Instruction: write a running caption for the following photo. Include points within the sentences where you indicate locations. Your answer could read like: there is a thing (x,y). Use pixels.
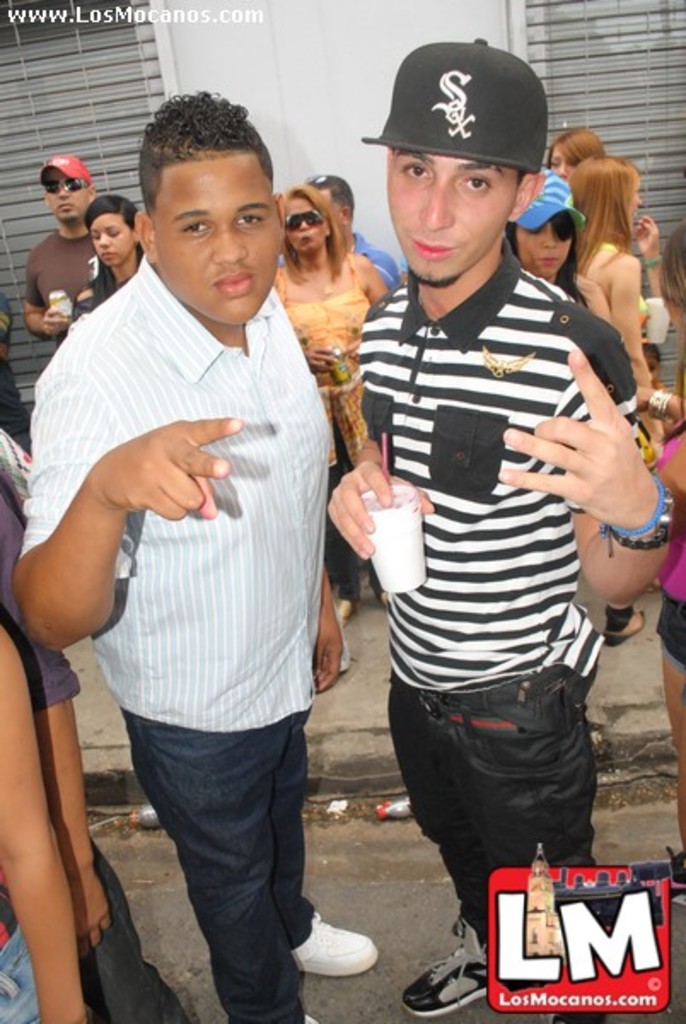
This picture describes about group of people (377,423), they are standing, few people (446,613) wore caps (433,85) and few people (330,226) wore spectacles (68,188), in the middle of the image (450,557) we can see a man (503,514) he is holding a cup (399,489).
